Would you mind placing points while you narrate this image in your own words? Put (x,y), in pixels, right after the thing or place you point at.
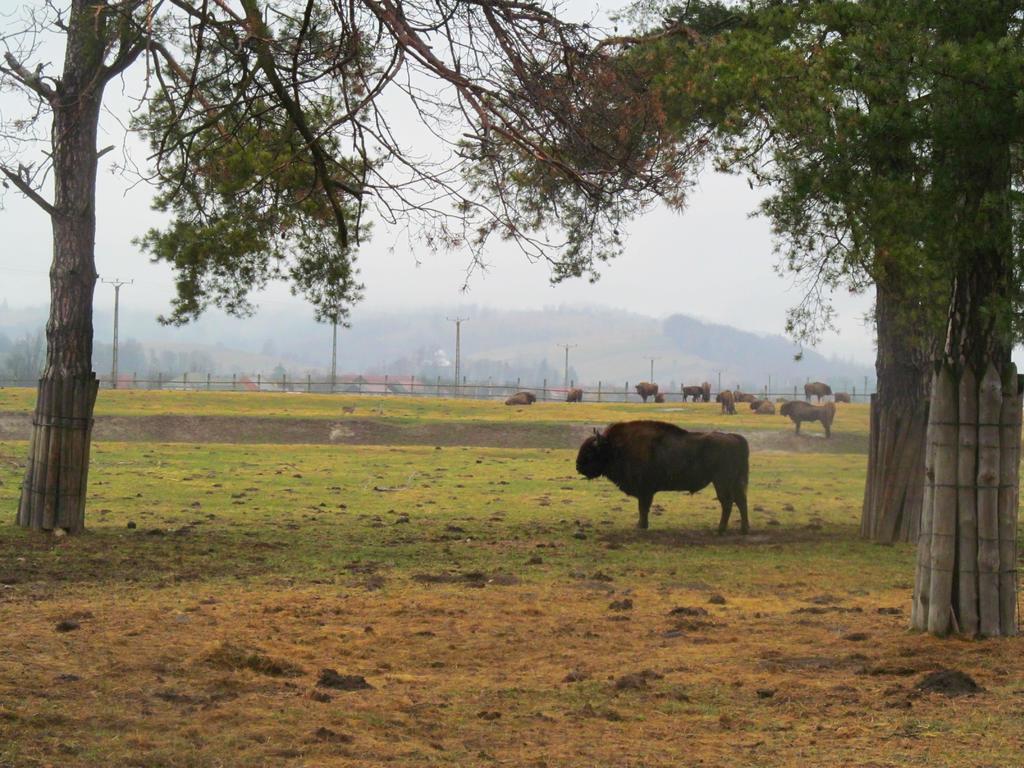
This is the picture of a place where we have some trees (42,102), plants (31,366), grass (217,484) on the floor (439,404) and also we can see some oxen (681,484) and some mountains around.
